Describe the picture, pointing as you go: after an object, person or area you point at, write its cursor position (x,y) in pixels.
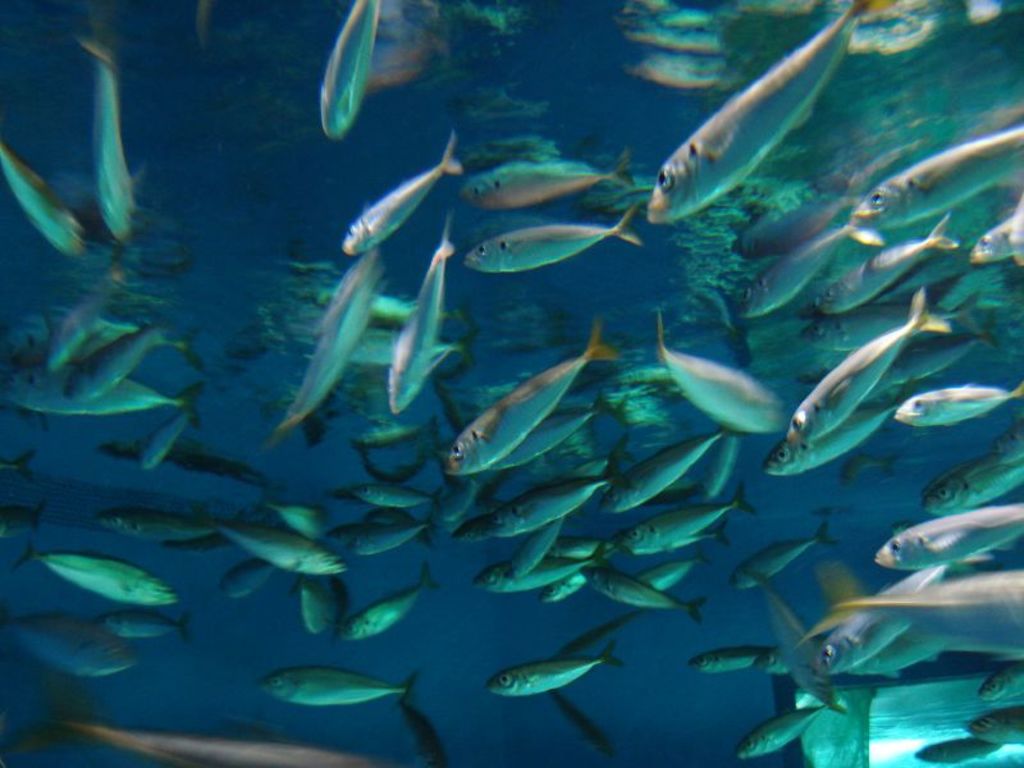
In this image, we can see fishes (516,450) in the water (598,449).
